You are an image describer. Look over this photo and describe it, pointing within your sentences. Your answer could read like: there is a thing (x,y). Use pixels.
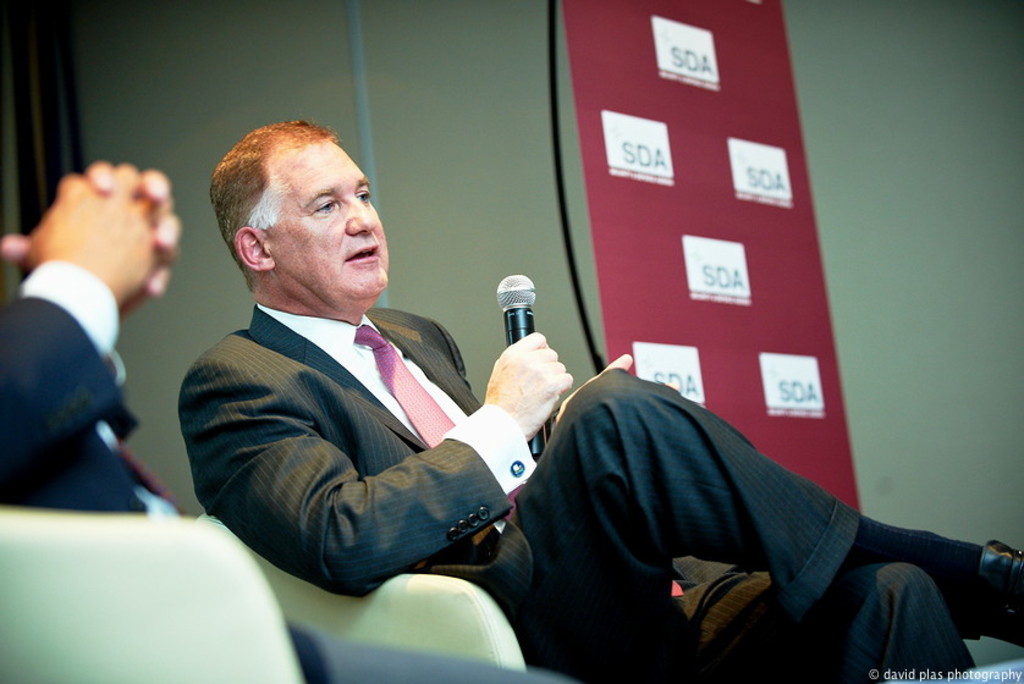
In this picture I can see there is a man (278,435) sitting on the chair (433,605) and he is looking at right side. He is wearing a blazer (336,432), shirt (343,347), a tie (395,367) and he is wearing shoes (1023,583) and there is a banner (712,305) on to right (717,255) and there is another person (30,360) sitting and there is a wall (79,72) in the backdrop (79,72).
